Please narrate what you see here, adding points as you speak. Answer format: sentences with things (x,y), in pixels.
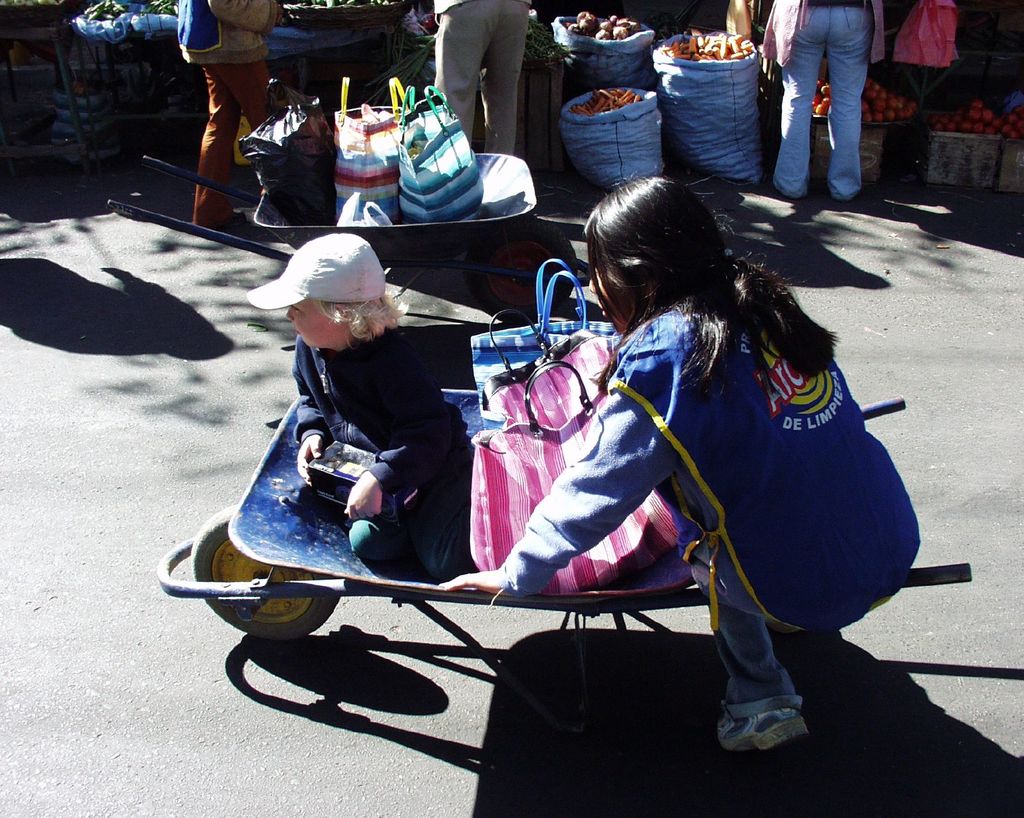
In this image there is a lady (723,537) placed her luggages (525,454) and a child (434,496) on the trolley (339,591), behind this trolley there is another trolley (474,235) with bags (453,202) on it. In the background (87,60) there is a stall (561,70) of vegetables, in front of the stall (361,61) there are a few people (199,52) standing.
